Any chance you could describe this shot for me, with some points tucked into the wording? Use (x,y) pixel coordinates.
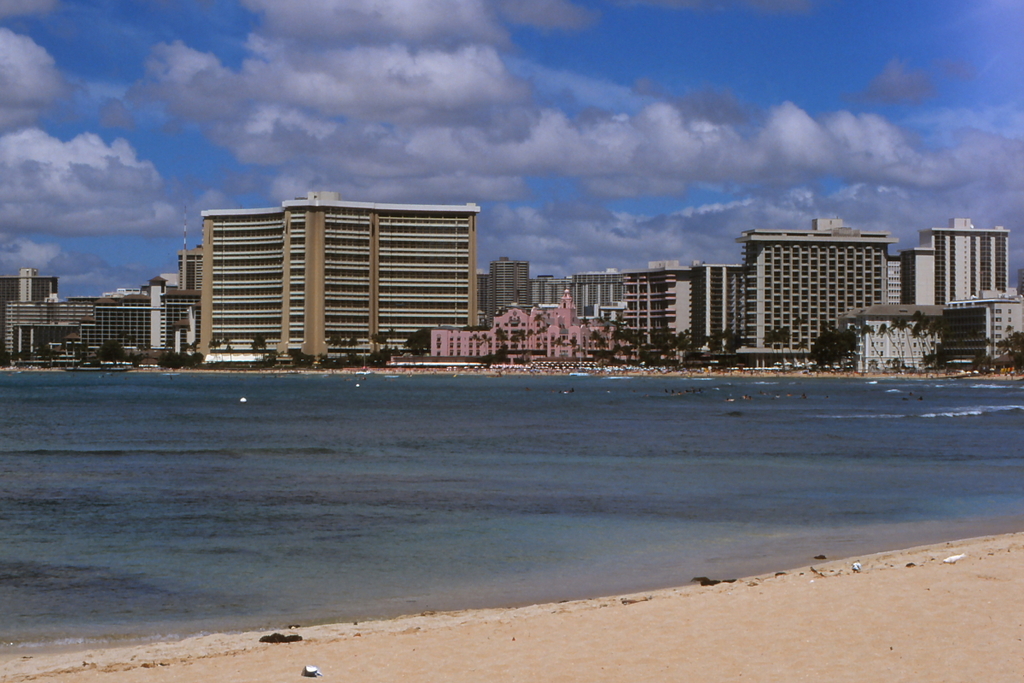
This is water (429,443). In the background (312,341) we can see buildings (557,301), trees (23,359), and sky (507,115) with heavy clouds (672,133).
